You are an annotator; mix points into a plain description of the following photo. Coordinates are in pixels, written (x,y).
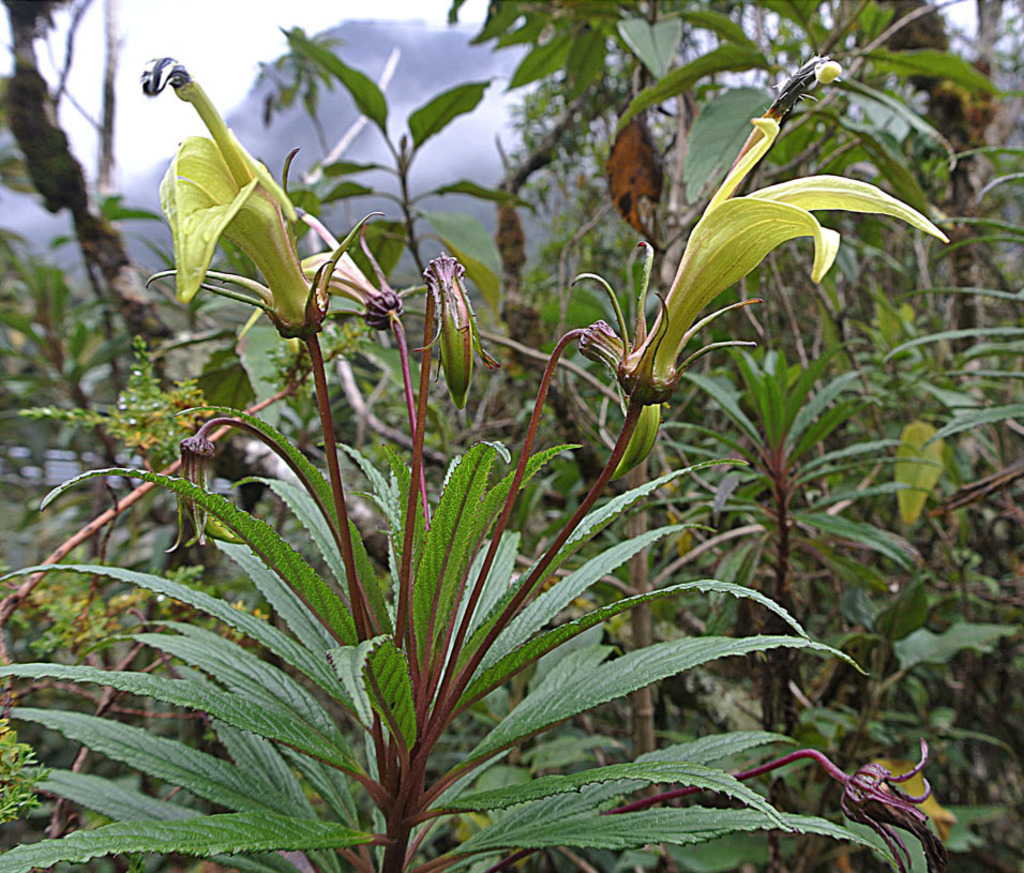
In the center of the image (445,347) there are plants (681,824).
